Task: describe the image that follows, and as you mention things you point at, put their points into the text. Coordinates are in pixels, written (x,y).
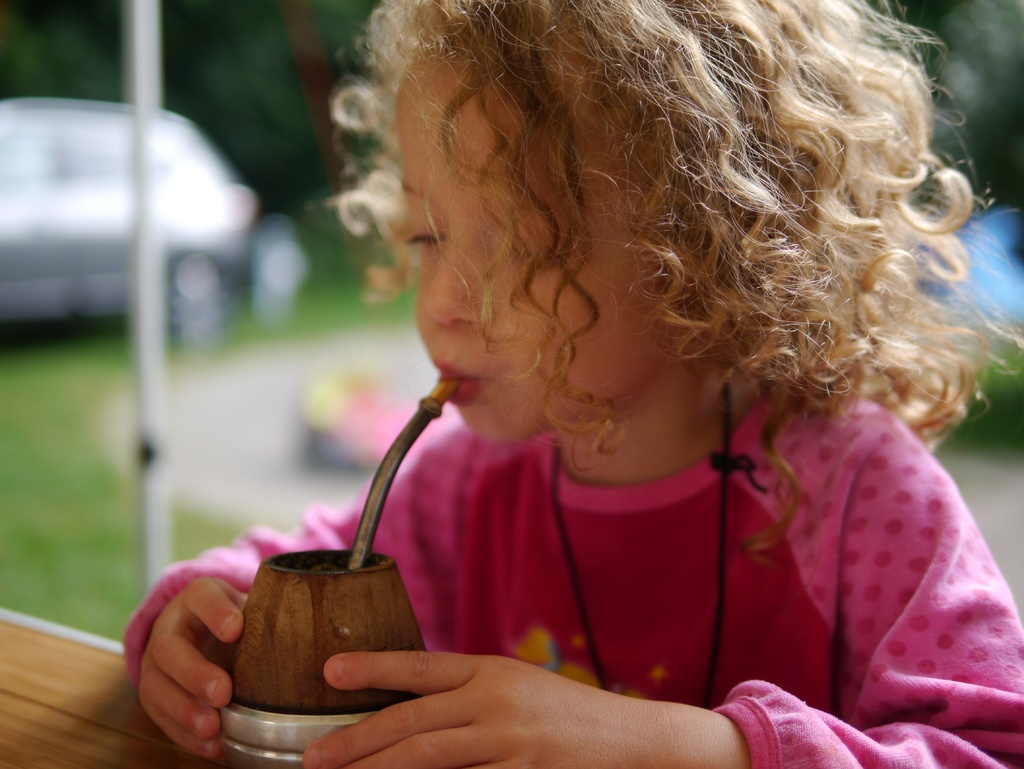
At the bottom of the image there is a wooden surface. On the wooden surface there is an object (357,579) with pipe (359,548). Behind that there is a girl (337,518) and she kept that pipe (370,529) in the mouth (466,393). Behind her there is a blur image with a car (20,275) and a pole (148,58).
